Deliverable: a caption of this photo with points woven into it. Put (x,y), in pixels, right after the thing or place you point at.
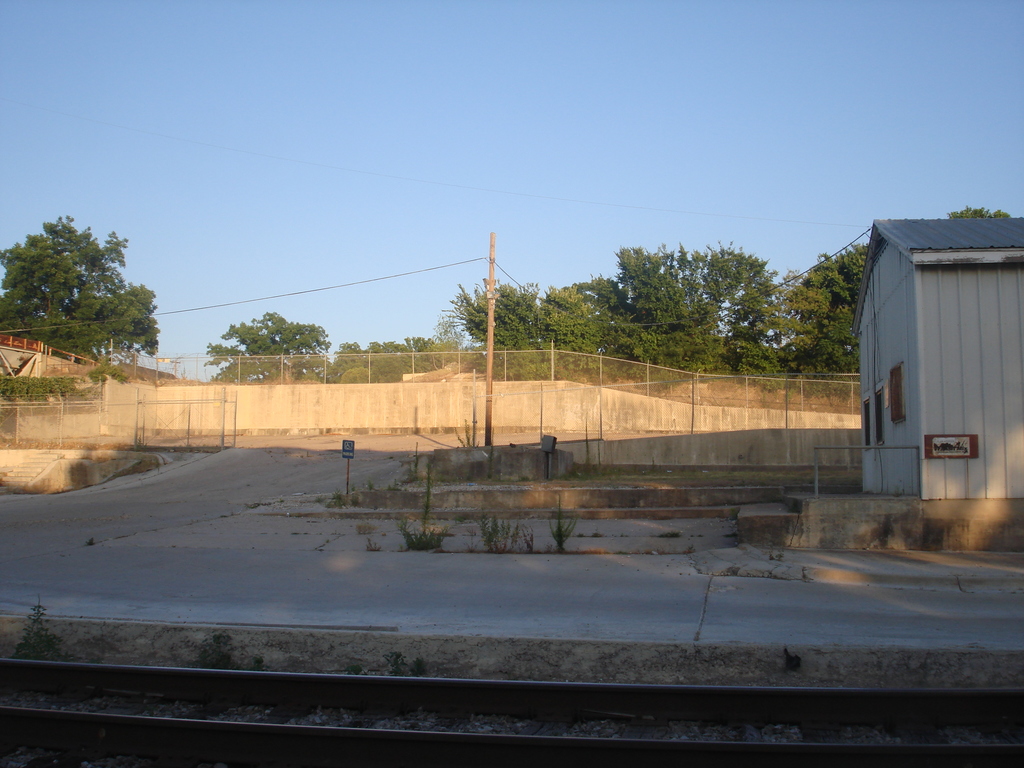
In this image there is a train track (547,705), plants (497,541), pole (493,363), railings (384,353), trees (636,305), house (918,421), sky (663,82) and things (828,451).
